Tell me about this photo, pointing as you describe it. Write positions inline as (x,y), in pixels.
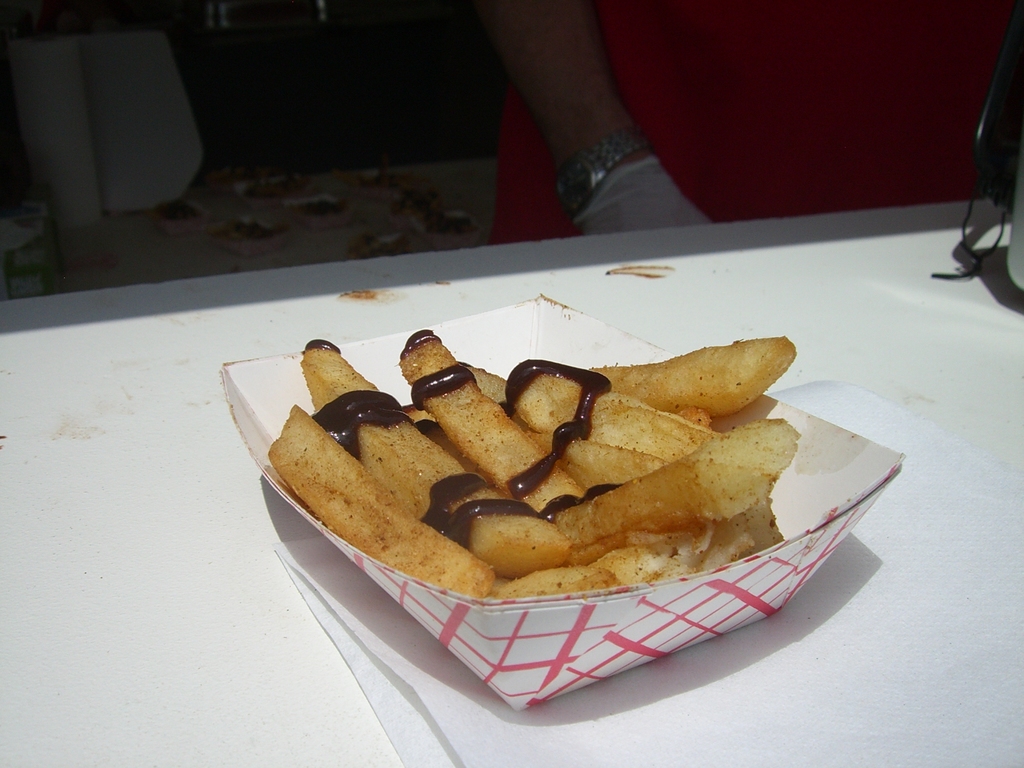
In this image we can see some food items (684,434) in the box (470,611), which is on the white colored surface (856,265), there is a wristwatch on the hand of a person (686,148), also we can see a table (925,210), and the background (466,138) is dark.
